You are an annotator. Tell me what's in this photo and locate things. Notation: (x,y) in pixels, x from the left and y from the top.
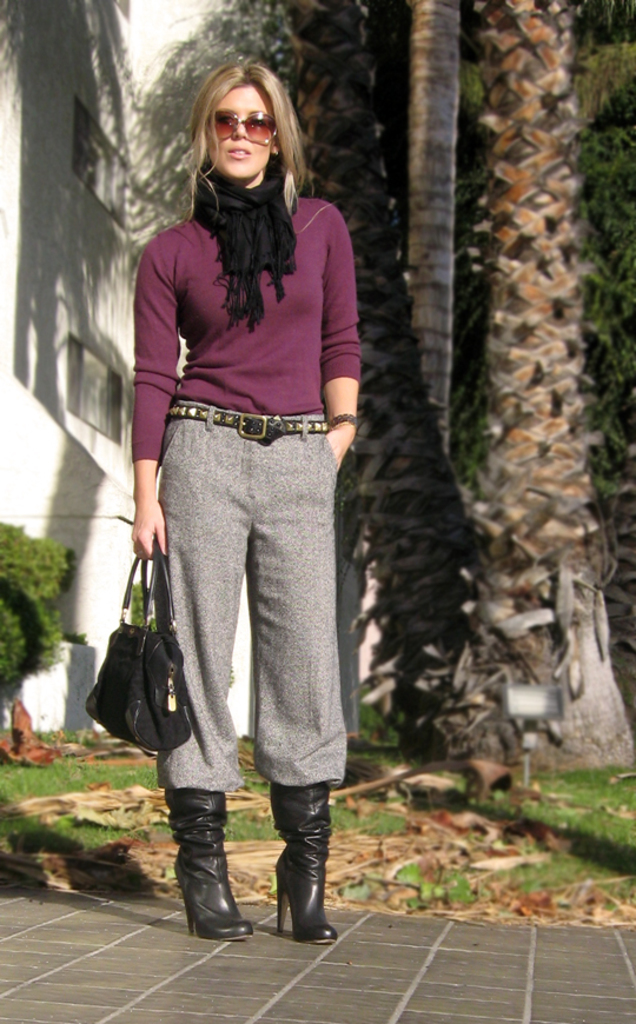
There is a woman (189,364) standing in a picture, holding a bag (144,645) in her hand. She is wearing a maroon t shirt (241,338) and a scarf (253,220) around her neck (252,182). She is wearing a spectacles (266,125) and shoes (206,871). Behind her there are some dry leaves (440,851) and trees (447,401) here. There is a building (68,257) in the background (83,295).
